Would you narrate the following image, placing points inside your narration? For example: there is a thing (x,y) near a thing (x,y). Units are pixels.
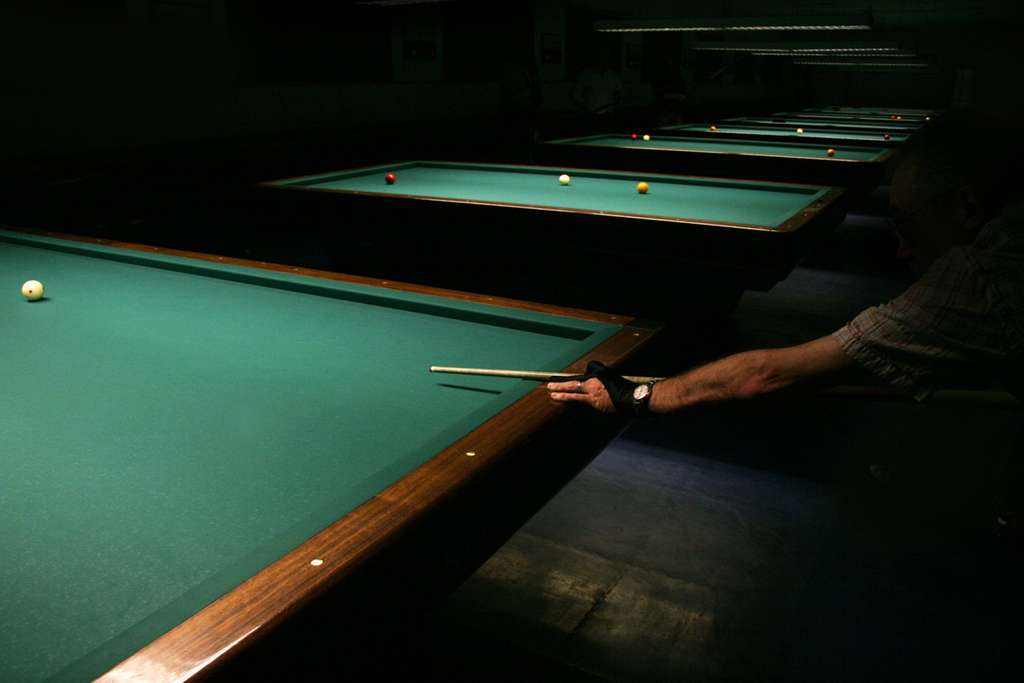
In this image we can see a person hand (672,385) holding stick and playing billiards game. In the background (738,139) we can see many billiard game tables (757,161).
